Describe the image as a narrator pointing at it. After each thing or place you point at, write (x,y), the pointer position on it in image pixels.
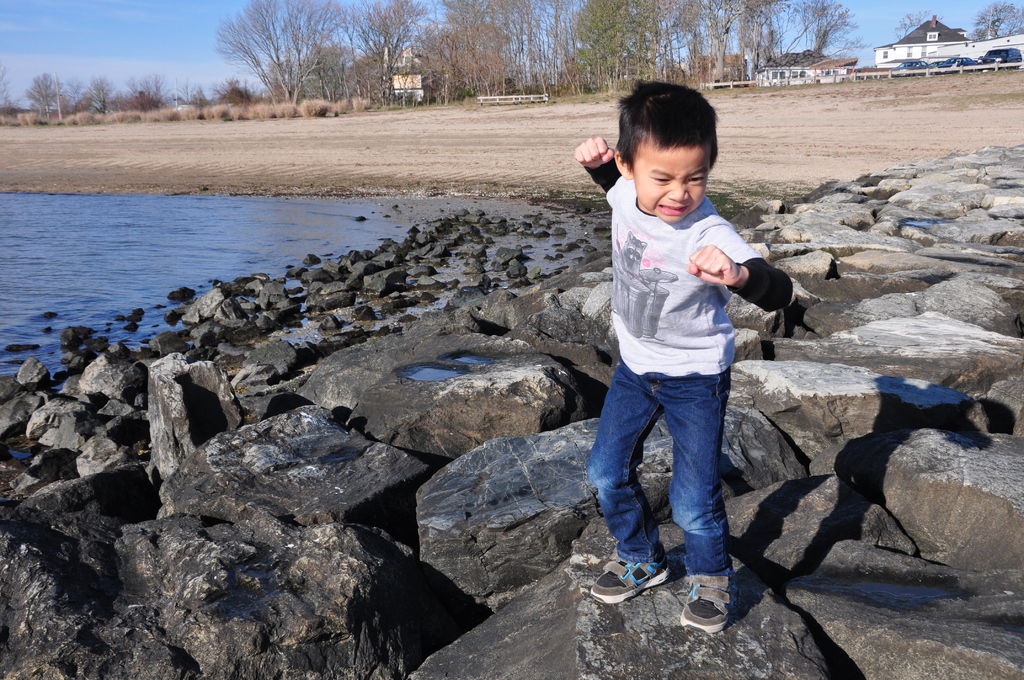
In this image there is a boy (618,405) standing on the stone (600,539). Around him there are so many stones (453,546). On the left side (115,246) there is water (131,203). In the background (246,130) there is a ground (474,174) on which there are tall trees (644,38). On the right side (892,67) top there are houses (839,61) and vehicles (996,58).
